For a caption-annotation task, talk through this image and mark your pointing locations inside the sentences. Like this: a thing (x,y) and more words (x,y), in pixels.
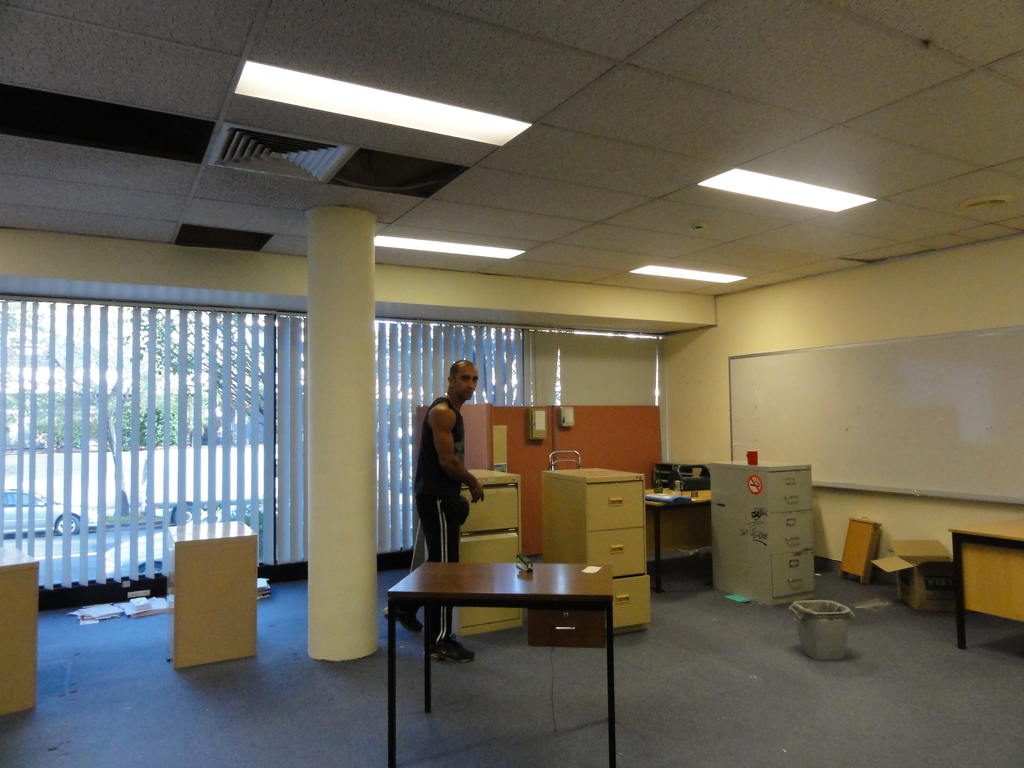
Here we can see a person (475,487) is standing on the floor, and in front here is the table (516,571), and here is the pillar (367,353), and here is the wall (801,312) and board (808,372) on it, and at above here are the lights (352,93).
